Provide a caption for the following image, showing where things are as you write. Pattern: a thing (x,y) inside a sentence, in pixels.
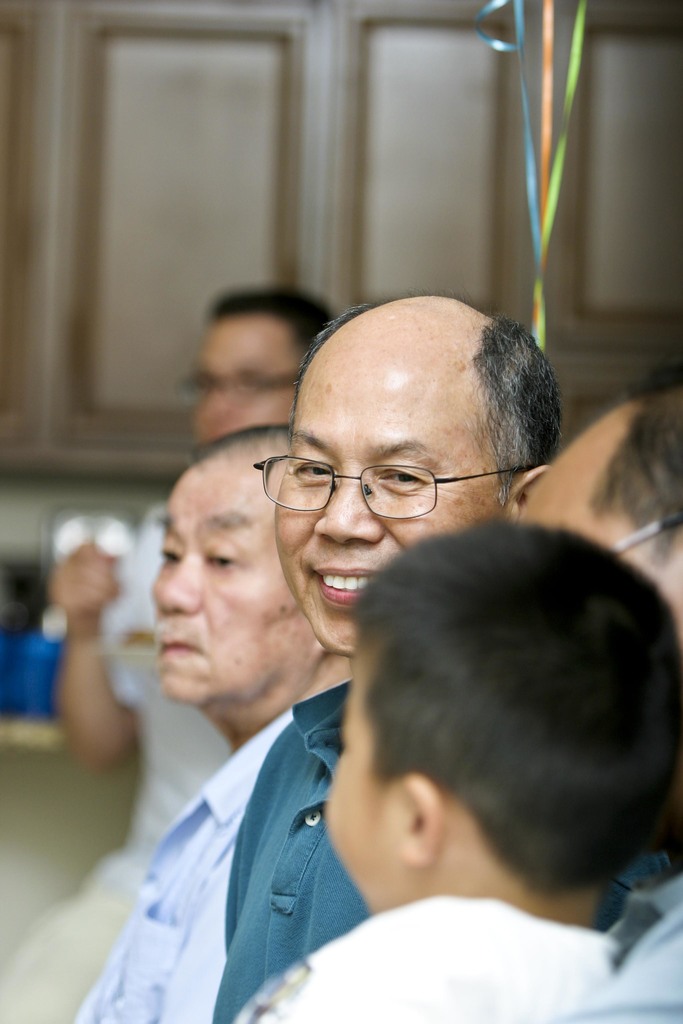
In the foreground of the picture (366,547) we can see group of people (387,648). In the middle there are ribbons (548,2). The background (257,358) is blurred. In the background (271,197) we can see a person (258,376) and wooden objects (258,163).
